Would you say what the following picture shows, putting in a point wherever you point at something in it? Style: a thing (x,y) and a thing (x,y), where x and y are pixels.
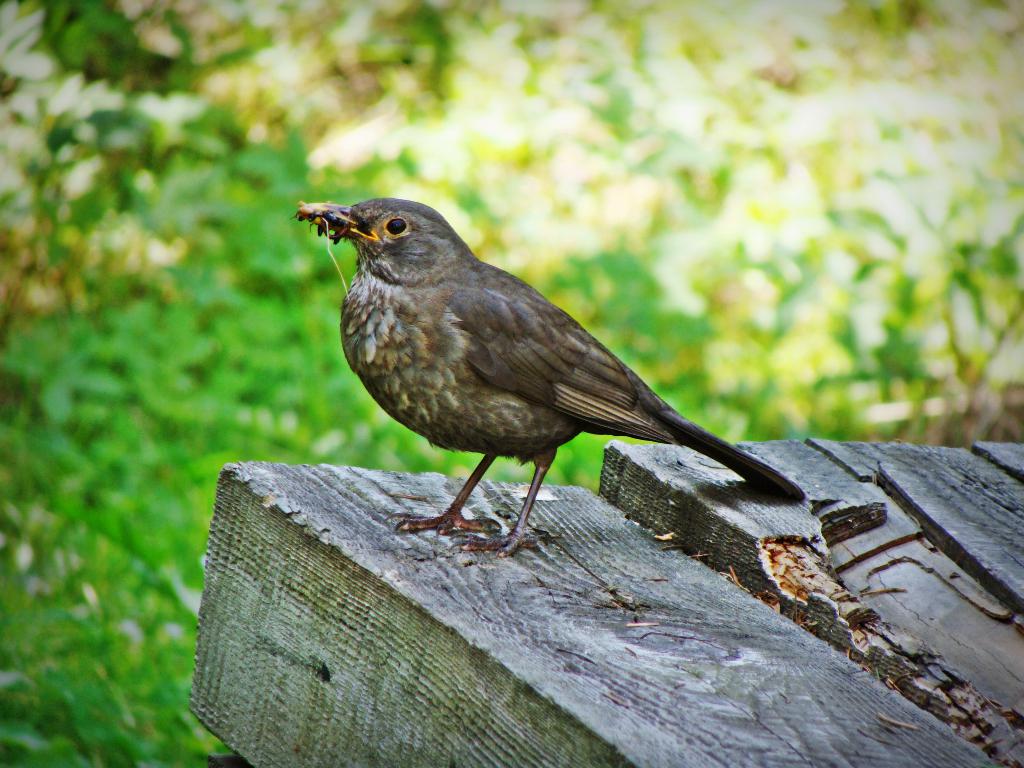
In this picture there is a bird (391,317) holding an insect (303,211) and standing on the wood (410,568). At the back (592,279) there are trees (110,347).
